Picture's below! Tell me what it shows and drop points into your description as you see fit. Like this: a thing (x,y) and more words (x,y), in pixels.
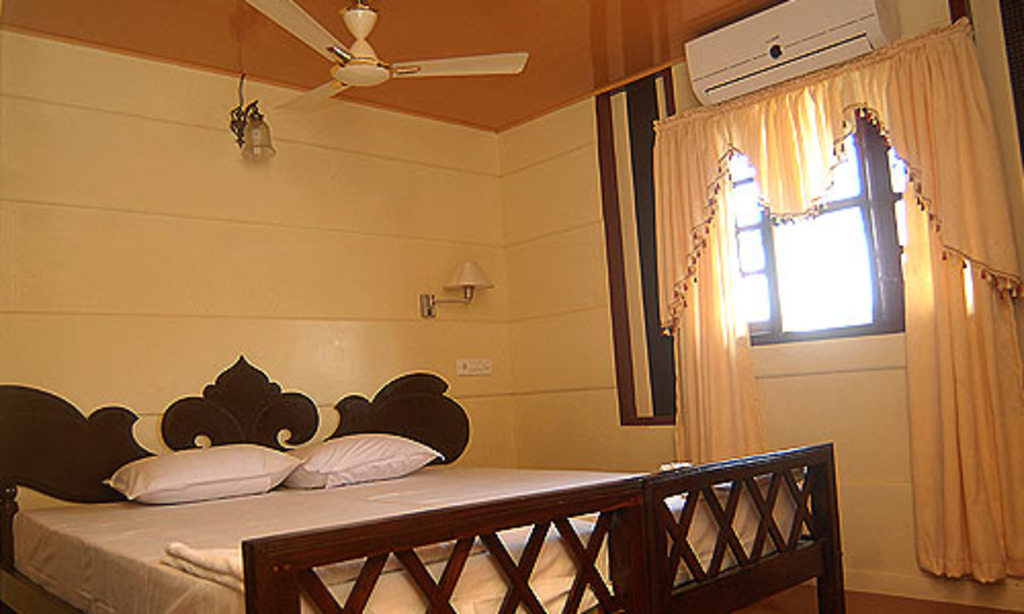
In the image I can see a wooden bed (627,587) on the floor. I can see the mattress (158,554), pillows (262,460) and bed sheet (361,566) on the bed (357,532). I can see the glass window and curtain (781,194) on the right side (769,115). I can see an air conditioner (729,70) on the wall (522,300) on the top right side of the picture (754,63). I can see a fan (356,58) on the roof (407,113). I can see the decorative lamps (468,283) on the wall (377,250).
